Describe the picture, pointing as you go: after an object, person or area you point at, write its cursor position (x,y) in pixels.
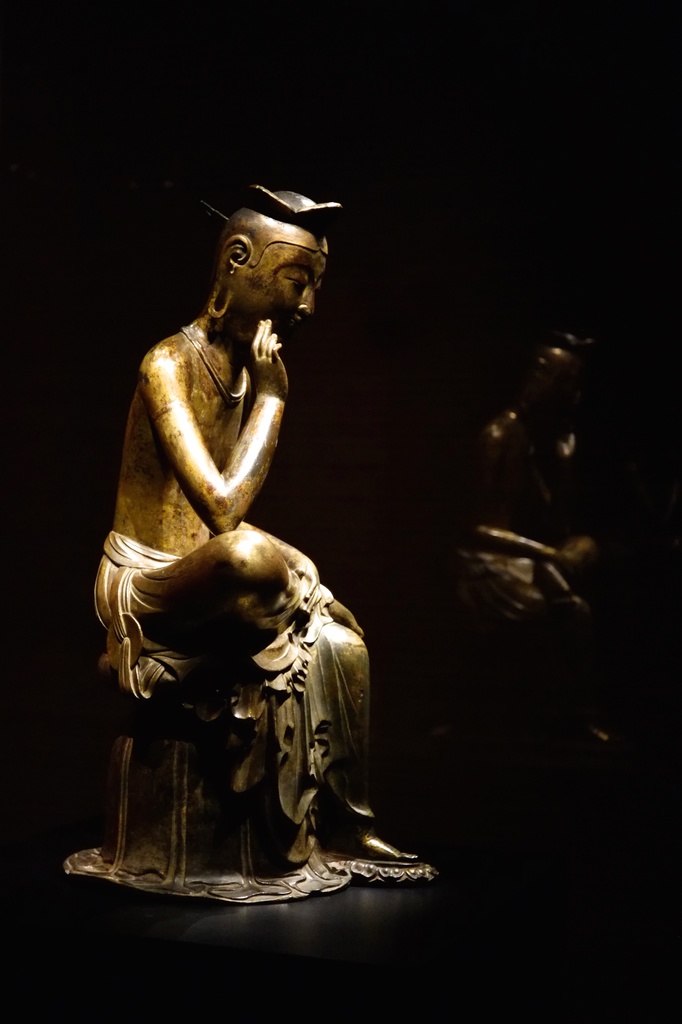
In the center of the image (275,598) there is a statue (310,868) on the ground (293,923). In the background (493,513) we can see a statue (543,553).
